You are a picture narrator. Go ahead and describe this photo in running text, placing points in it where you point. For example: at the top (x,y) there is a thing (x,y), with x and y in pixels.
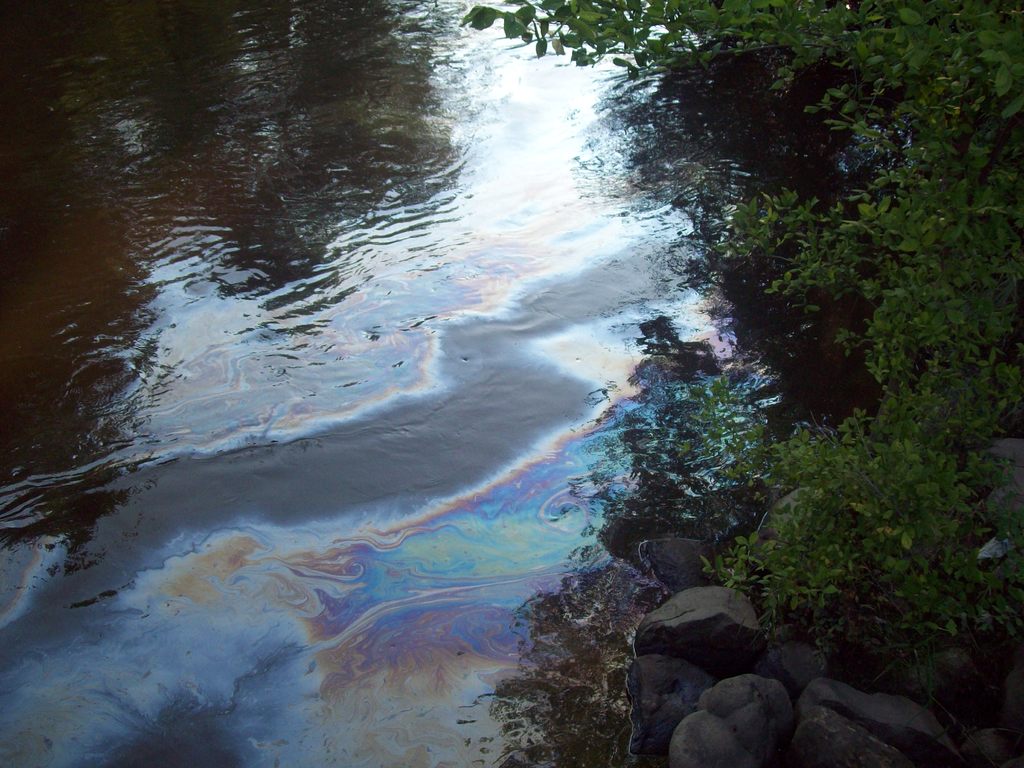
In this image we can see water (236,425). On the right side of the image (803,729) there are trees (891,28) and rocks (971,757). On the water (436,350) there are reflections (623,358) and oil (453,255) floating on the water (454,306).
